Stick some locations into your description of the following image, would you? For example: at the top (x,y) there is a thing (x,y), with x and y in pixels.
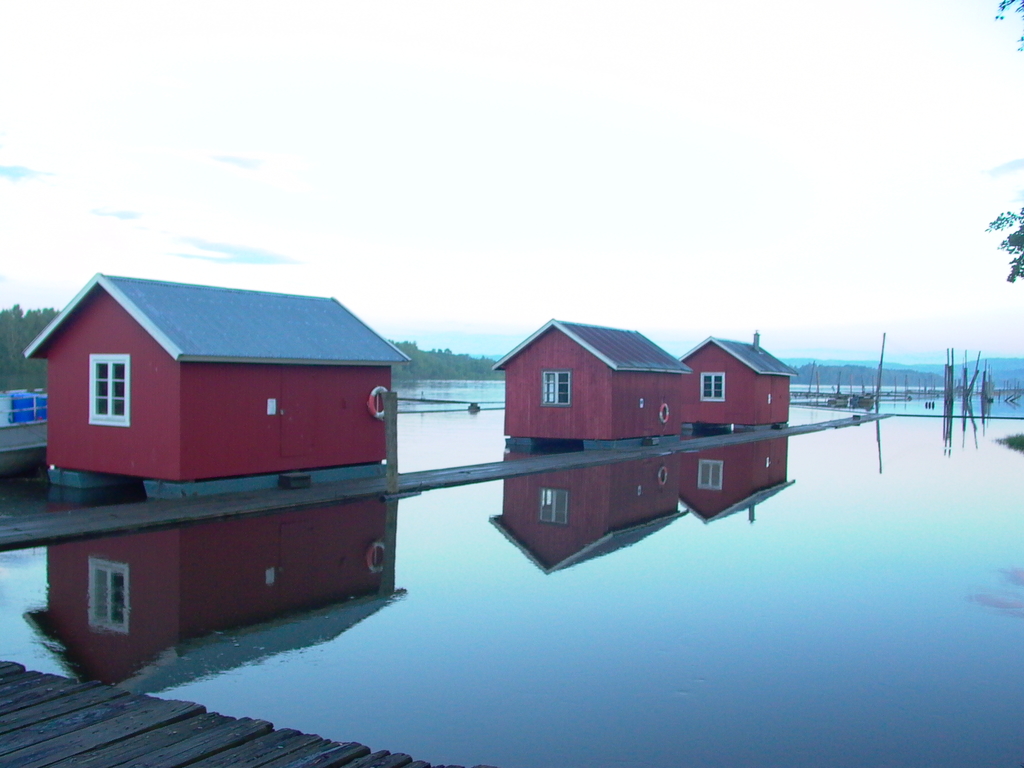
At the bottom of the image (833,641) there is water (1005,720). In the middle of the image (682,420) there are some houses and there is fencing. Behind the houses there are some trees (888,372). At the top of the image (831,84) there are some clouds (32,51) and sky (57,40).
